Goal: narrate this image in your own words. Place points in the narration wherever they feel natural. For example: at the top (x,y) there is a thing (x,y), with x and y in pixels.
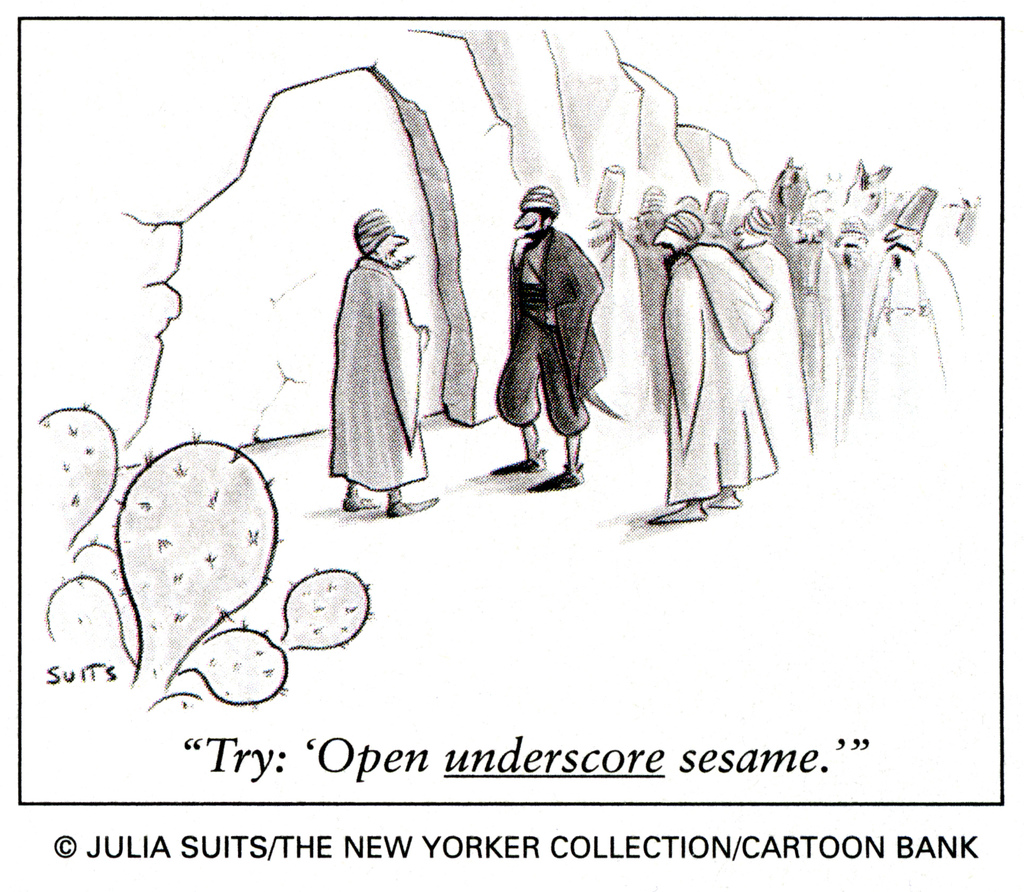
In this picture we can see people (547,334), plants (230,511), some text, a watermark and a few things (556,77).
